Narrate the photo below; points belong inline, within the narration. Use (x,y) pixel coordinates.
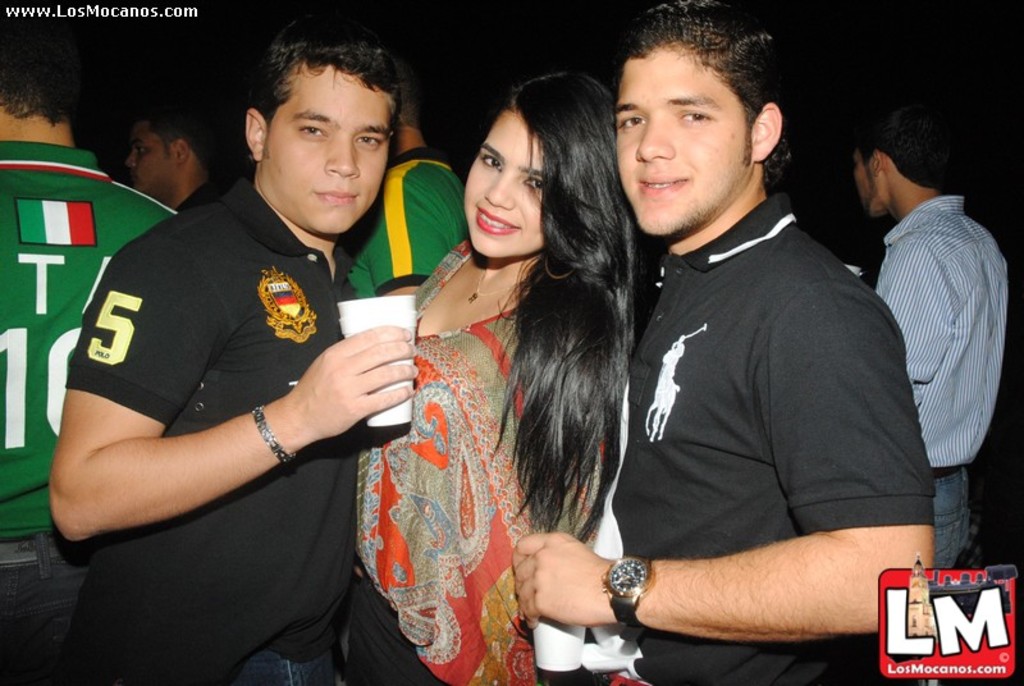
In this picture there are two persons (671,418) wearing black dress (781,435) are holding a glass (409,328) in their hands (395,379) are standing and there is a woman (489,324) standing in between them and there are few other people (910,189) standing in the background (918,180).
